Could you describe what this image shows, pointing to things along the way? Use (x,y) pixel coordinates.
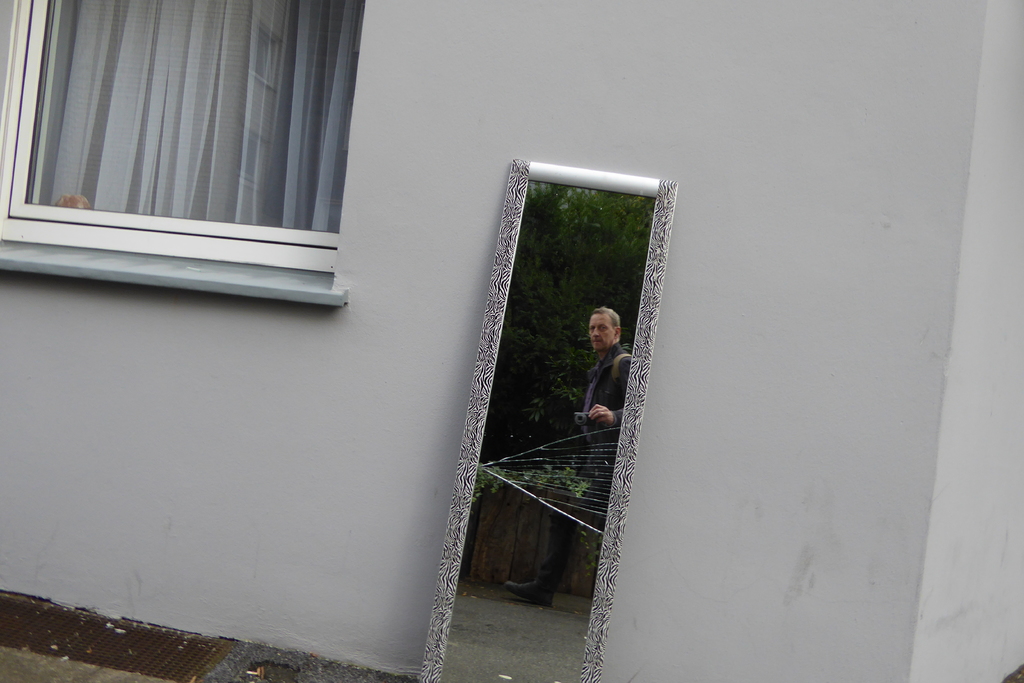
In the middle of the picture (596,344), we see a mirror (553,436) in which we can see a man (567,564) is walking. Beside him, we see a wooden fence (520,529) and the trees (545,286). Behind the mirror (551,301), we see a white wall (389,90) and a window (226,178).
